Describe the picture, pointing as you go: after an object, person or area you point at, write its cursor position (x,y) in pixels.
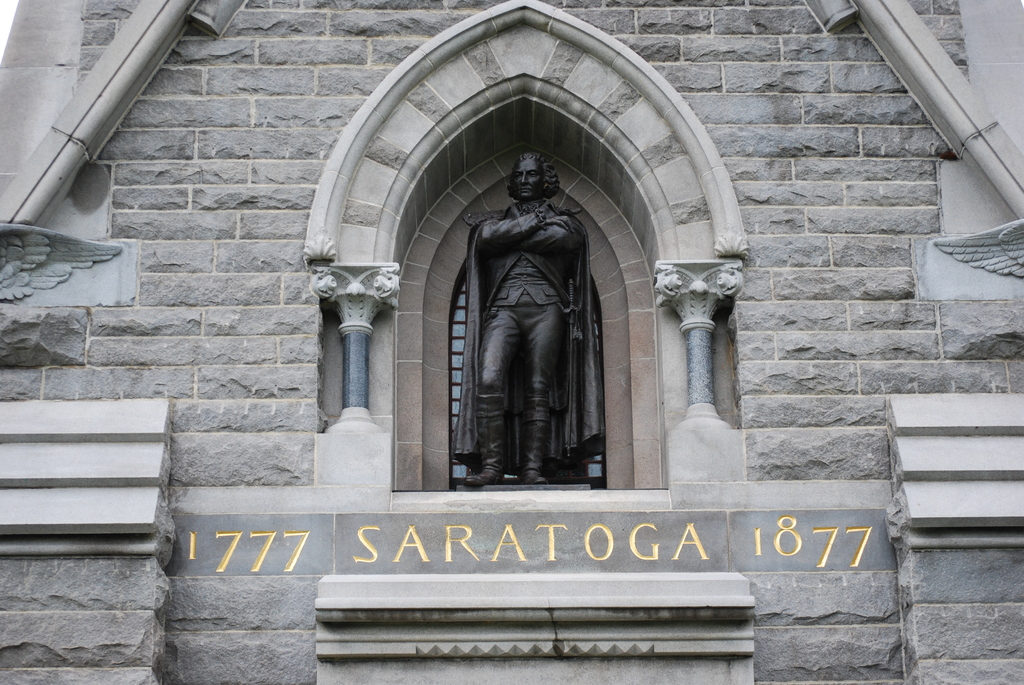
In this image there is a wall (414,0) of a building (750,614). There is text (258,563) on the building (537,572). In the center (507,340) there is a sculpture (517,282) of a man (492,372) on the wall (428,12).
